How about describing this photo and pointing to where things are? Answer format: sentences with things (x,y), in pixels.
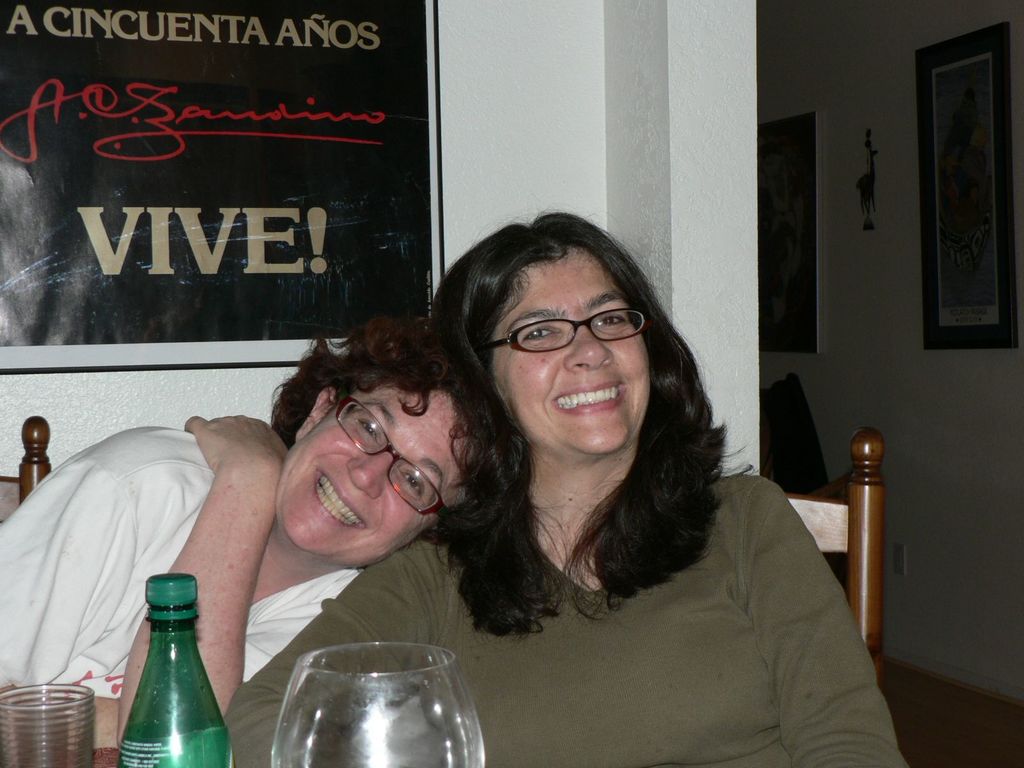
In this image I can see a person (235,515) wearing white t shirt (157,553) and another person (494,524) wearing green dress (599,651) are sitting on chairs (827,484) and I can see few glasses (306,723) and a green colored bottle (164,690). In the background (658,169) I can see the white colored wall (586,155), a poster (367,112) attached to the wall (718,246) and few photo frames (1006,295) attached to the wall (888,217).
